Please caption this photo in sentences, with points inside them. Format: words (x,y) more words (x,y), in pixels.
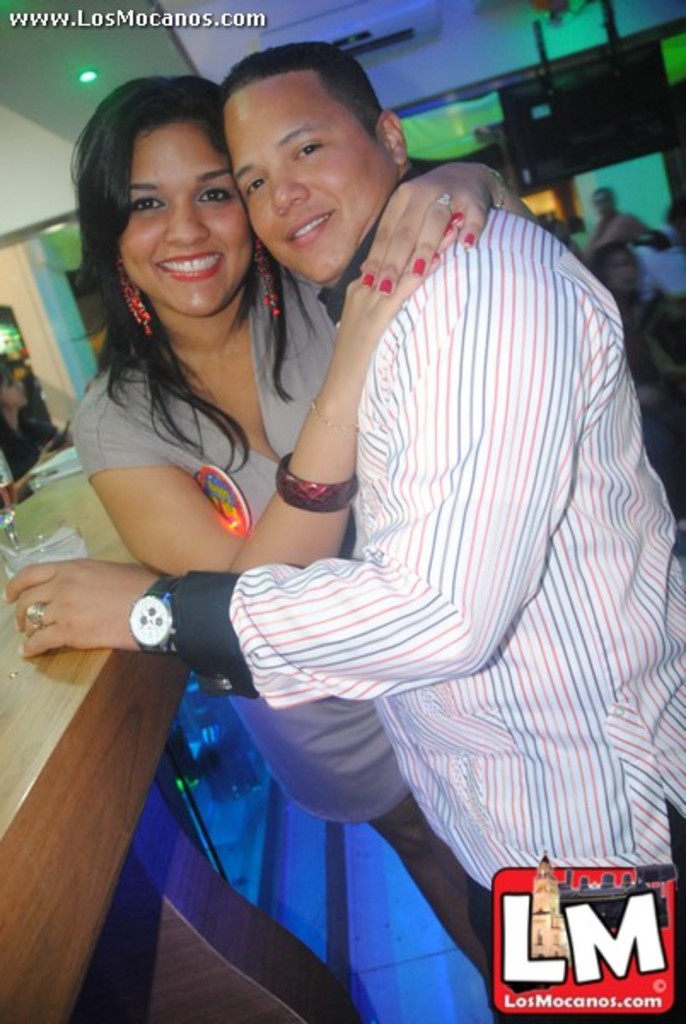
In the foreground of the picture (104,476) we can see a couple (475,548). At the bottom (607,949) towards right (592,943) there is a logo (607,949). On the left (61,658) there is a desk (43,502) and glasses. In the background (526,142) there are people (600,265), lights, wall (8,129) and other objects (607,90).
